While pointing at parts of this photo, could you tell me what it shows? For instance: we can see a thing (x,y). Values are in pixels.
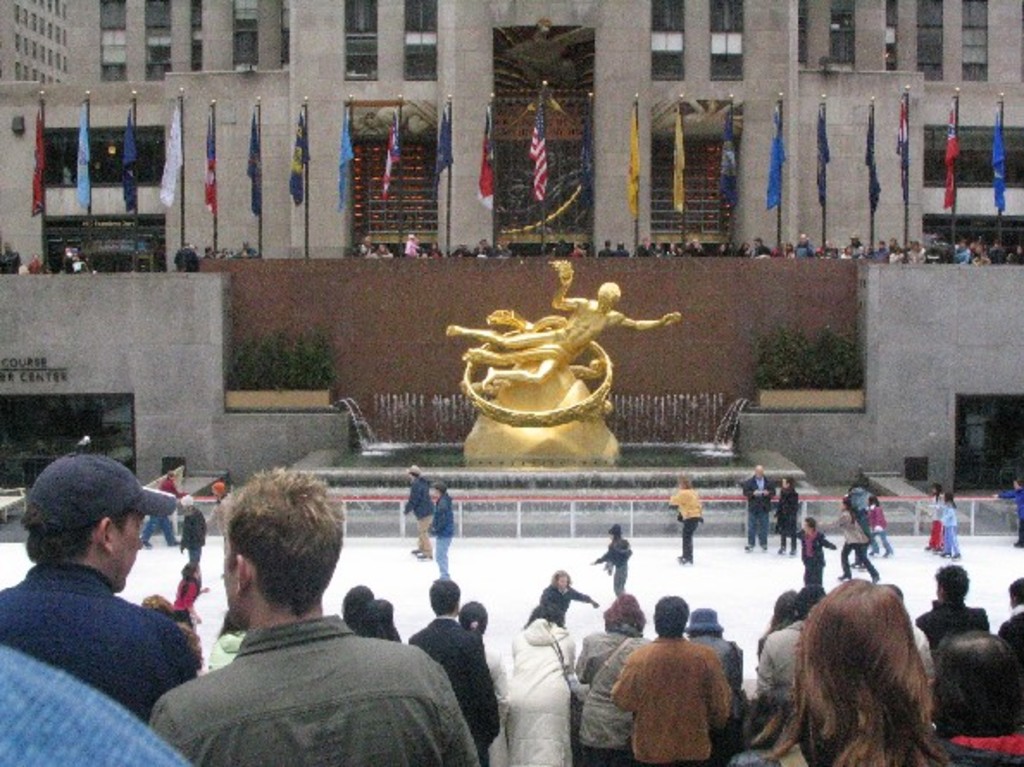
In this picture I can see there is a statue (547,384) here and it is in golden color and there is a fountain (562,486) around it. There are few plants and there are few people (935,494) skating on the ice (530,562) and they are wearing skating shoes (753,547), coats (443,510) and in the backdrop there are flags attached to the flag poles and there are few more people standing and there is a building (430,100) behind them, it has windows (417,44), doors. There are few people (3,743) at the bottom of the image (305,535) and they are watching the people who are skating.
